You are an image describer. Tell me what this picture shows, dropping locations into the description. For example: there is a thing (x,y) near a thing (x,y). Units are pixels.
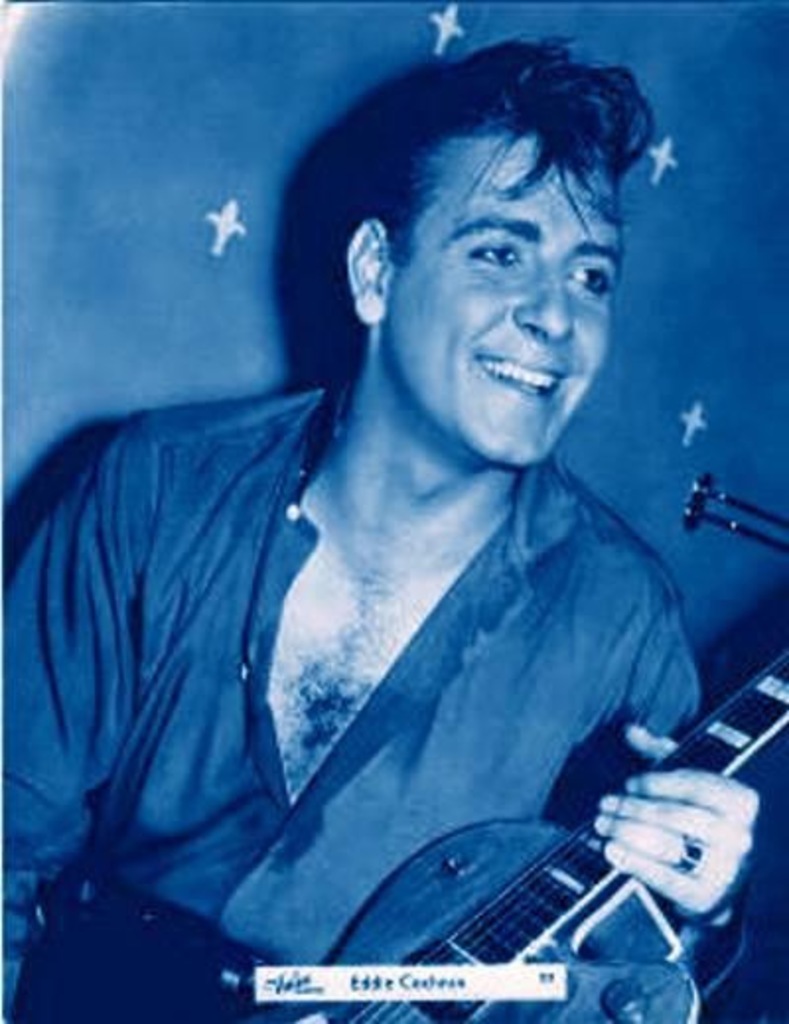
In the image there is a man (428,694) holding a guitar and he is also having smile (498,368) on his face (510,358).
